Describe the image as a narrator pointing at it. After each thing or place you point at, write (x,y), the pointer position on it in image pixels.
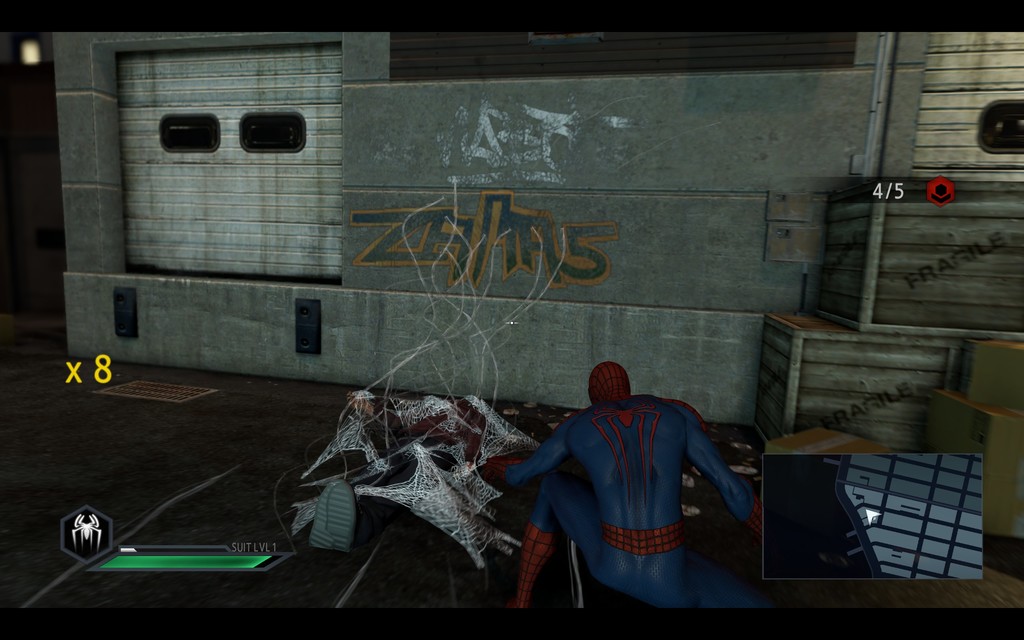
As we can see in the image there is a wall (629,190), boxes (768,380) and spider man (621,481).
